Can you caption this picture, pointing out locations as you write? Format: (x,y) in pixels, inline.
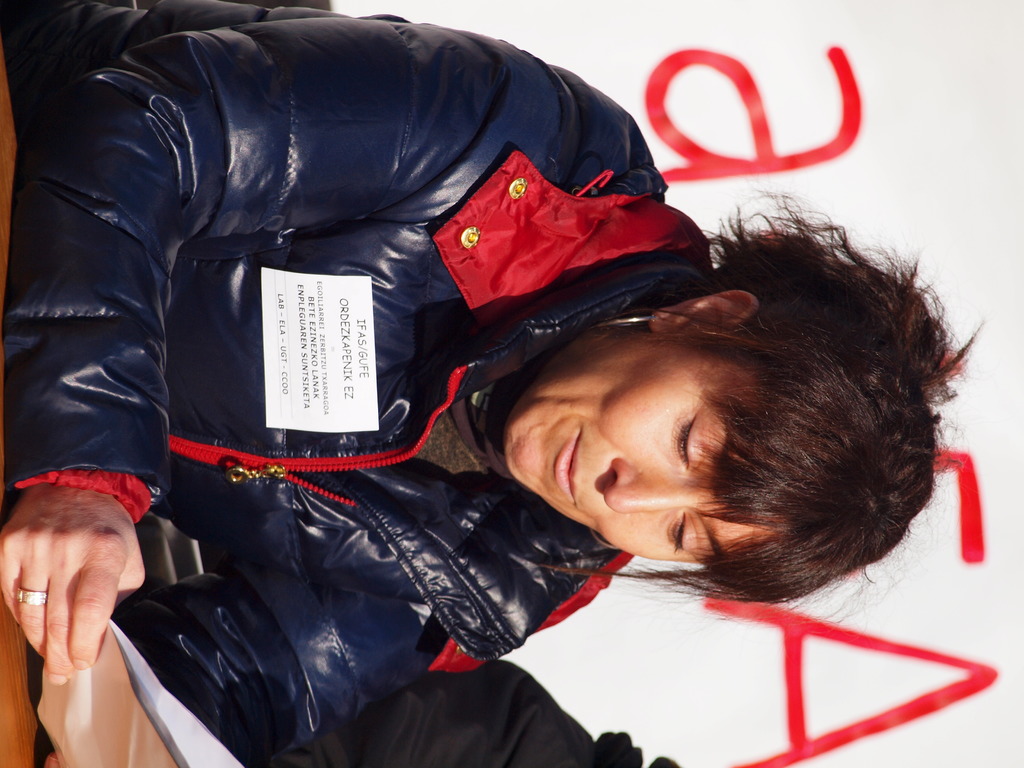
In the center of the picture (460,280) there is a person (437,502) wearing blue jacket (333,501), in his hands (51,586) there are papers (104,701). On the right (792,209) there is a banner (930,529). At the bottom (454,739) we can see another person's hand (480,735).
